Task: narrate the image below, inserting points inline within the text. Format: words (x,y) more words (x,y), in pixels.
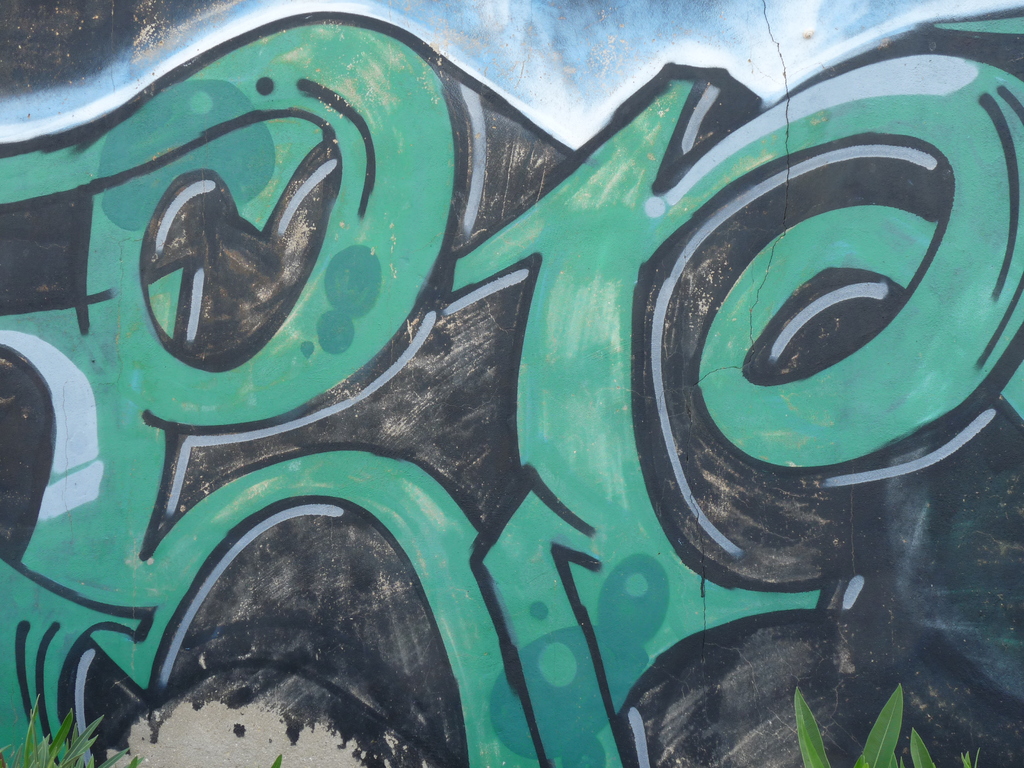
In this image we can see the painting (490,303) on the wall (595,328). There are few plants (865,752) at the bottom of the image (812,753).
